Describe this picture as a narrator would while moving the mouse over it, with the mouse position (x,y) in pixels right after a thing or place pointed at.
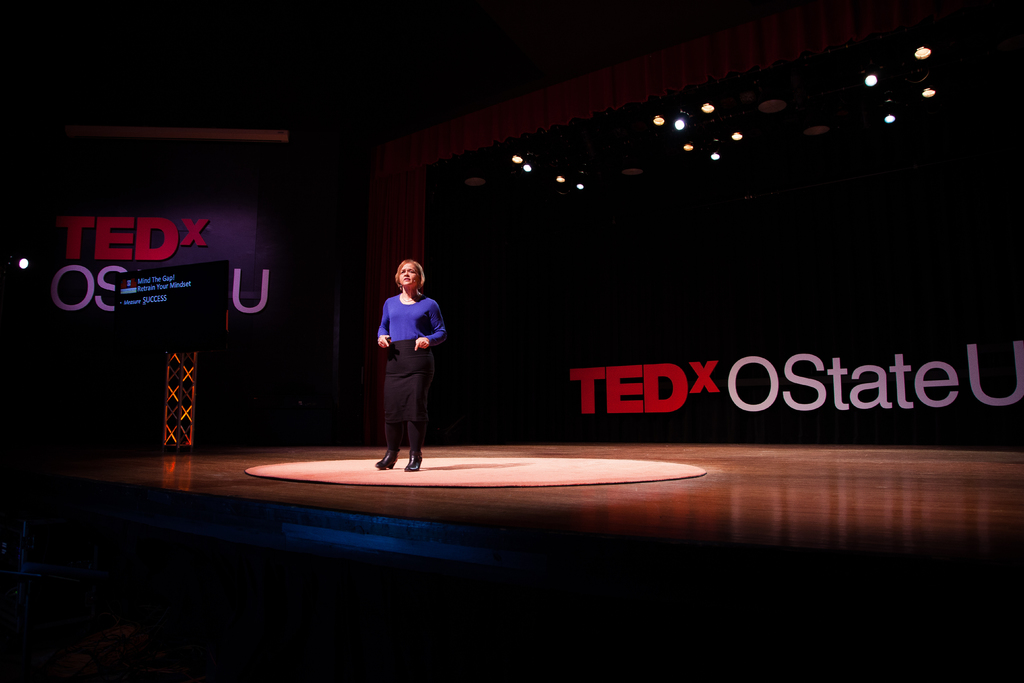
In this image we can see a woman (416,368) is standing on the stage (711,508). In the background (140,258), we can see the banners (173,225) and lights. There is a carpet (592,483) on the stage (592,483).
